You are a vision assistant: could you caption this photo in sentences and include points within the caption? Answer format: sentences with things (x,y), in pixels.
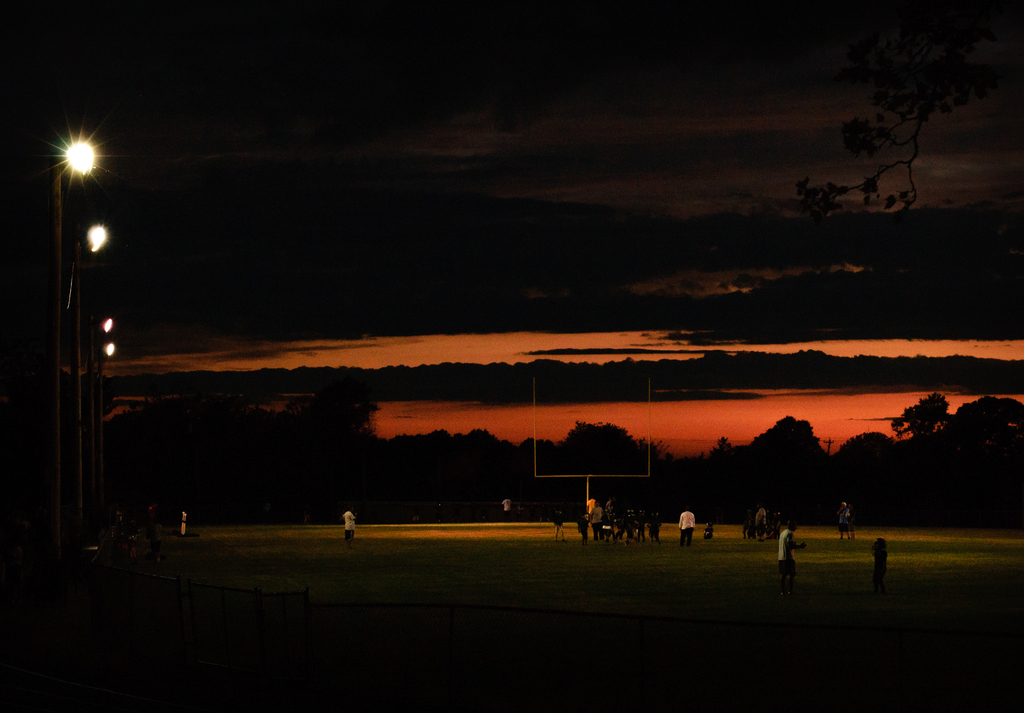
In this picture, we can see a few people (152,516), poles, lights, trees (167,517), ground (830,594) with grass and the background (693,294) is dark.
